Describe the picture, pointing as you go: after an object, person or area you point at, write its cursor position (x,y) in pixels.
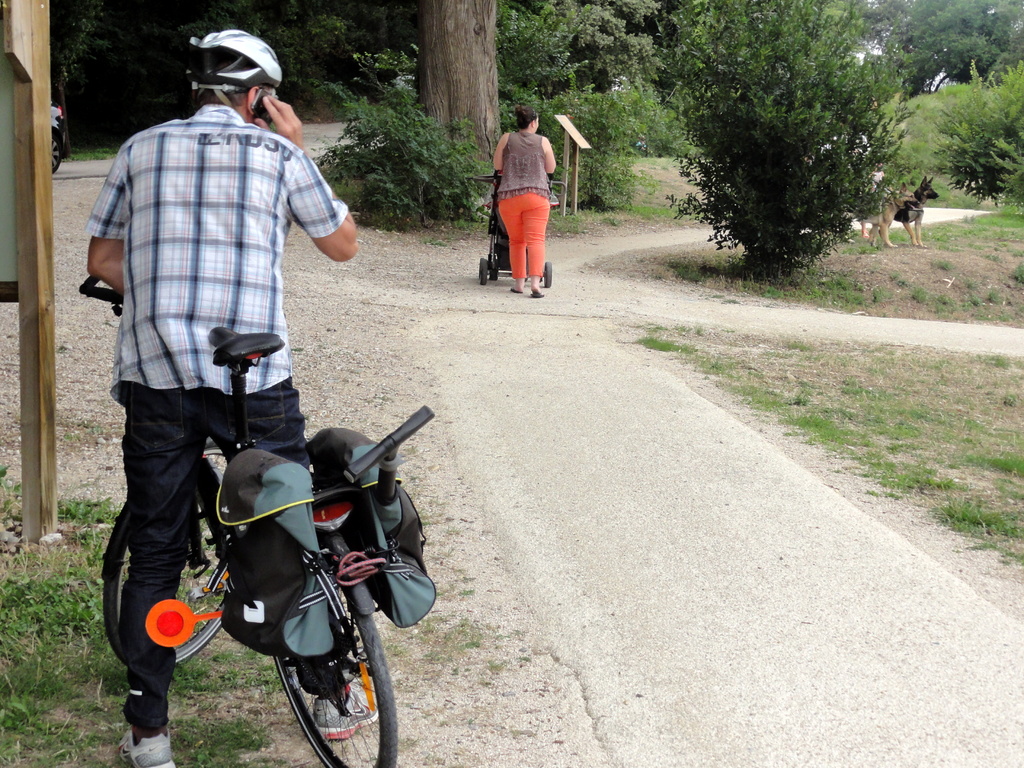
On the left side of the image (259,151) we a person (218,376) is standing on a bicycle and holding a mobile (268,118). In the middle of the image (525,268) we can see a lady (517,250) is walking and holding something in her hands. On the right side of the image (795,250) we can see trees (721,88) and dogs (882,234).
